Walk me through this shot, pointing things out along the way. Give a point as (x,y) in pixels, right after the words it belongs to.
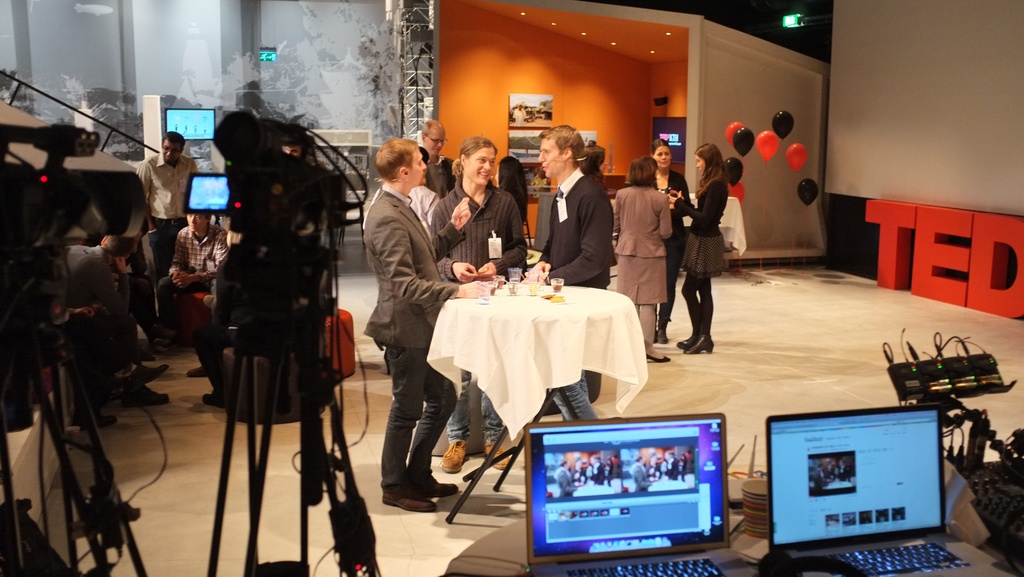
In this image I can see number of people (712,195) where few are sitting and rest all are standing. In the front of the image (325,423) I can see few cameras (2,217), two laptops (773,462) and other equipment (924,398). In the centre of the image (566,379) I can see a table (502,324) and on it I can see a white colour table cloth (595,351), four glasses (487,294) and few other things (547,300). In the background (212,113) I can see few screens (181,117), few stools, few balloons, few lights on the ceiling (575,28), and few posters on the wall (604,106). On the right side of the image (1019,301) I can see something is written.
